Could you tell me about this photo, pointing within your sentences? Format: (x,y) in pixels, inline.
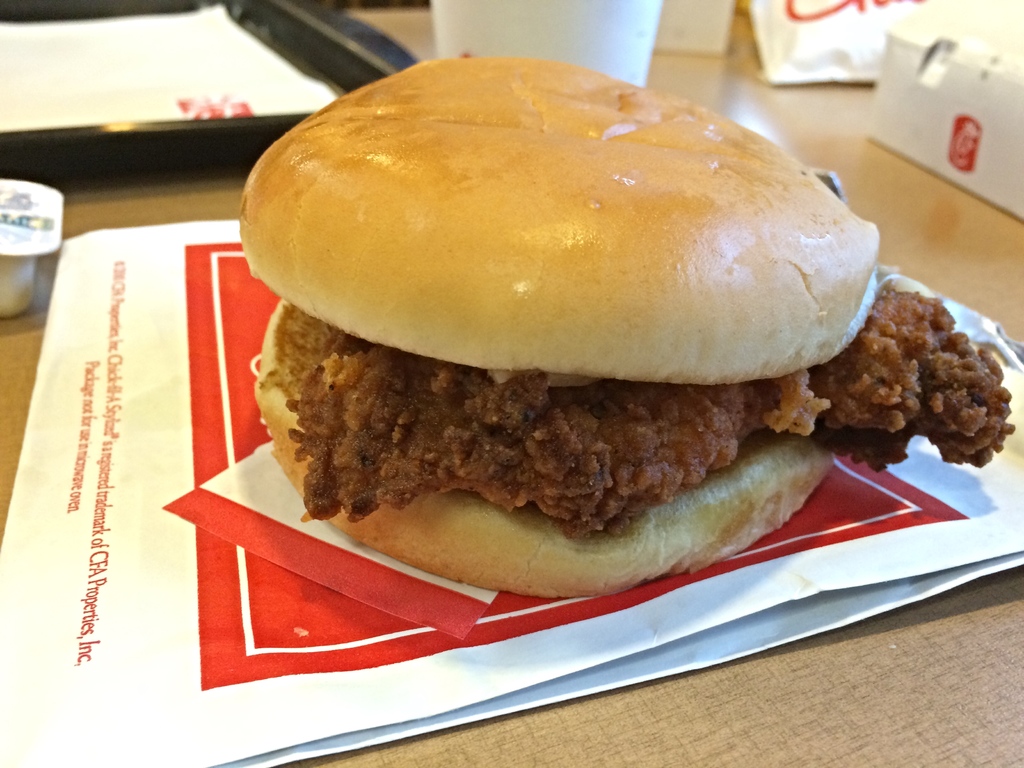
In the center of the image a table (563,709) is present. On table (875,732) we can see the burger (546,429), paper (201,373), plate (160,158), glass (560,33) and a box (914,74) are present.
